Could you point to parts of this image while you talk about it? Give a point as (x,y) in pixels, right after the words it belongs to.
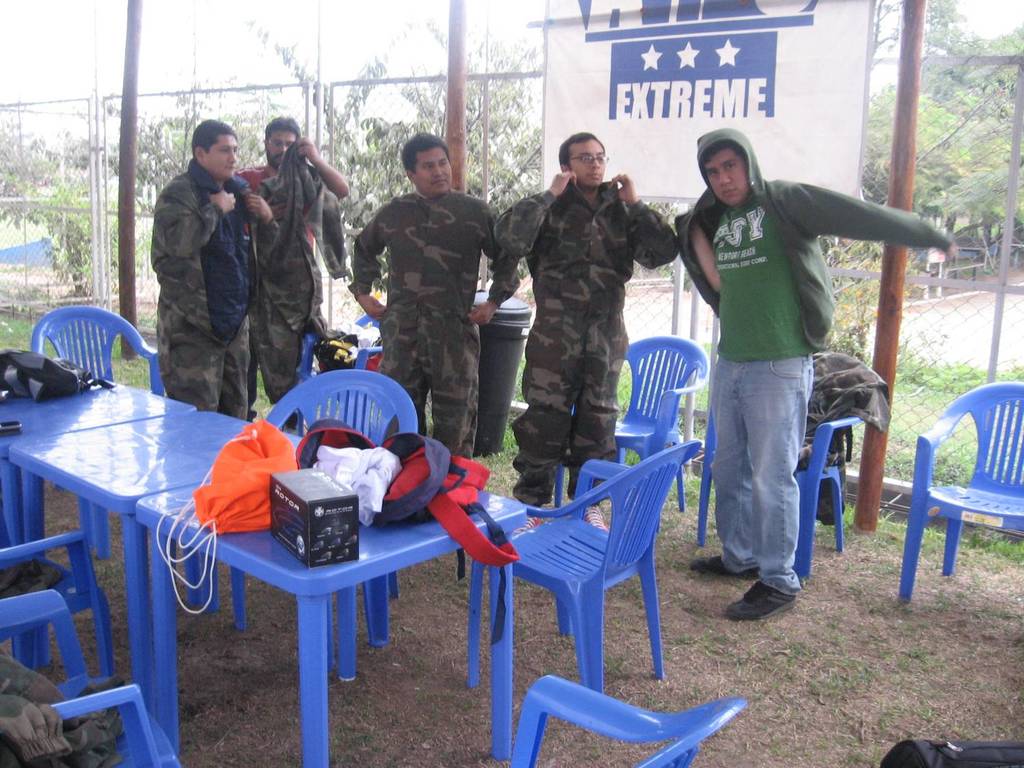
In this image there are five person (603,326) standing. There is a table (416,543), chair (607,545). On the table (404,531) there is a bag (416,499) and a box (311,490). At the background (77,235) we can see a small plant (72,218) and a fencing (151,143).
